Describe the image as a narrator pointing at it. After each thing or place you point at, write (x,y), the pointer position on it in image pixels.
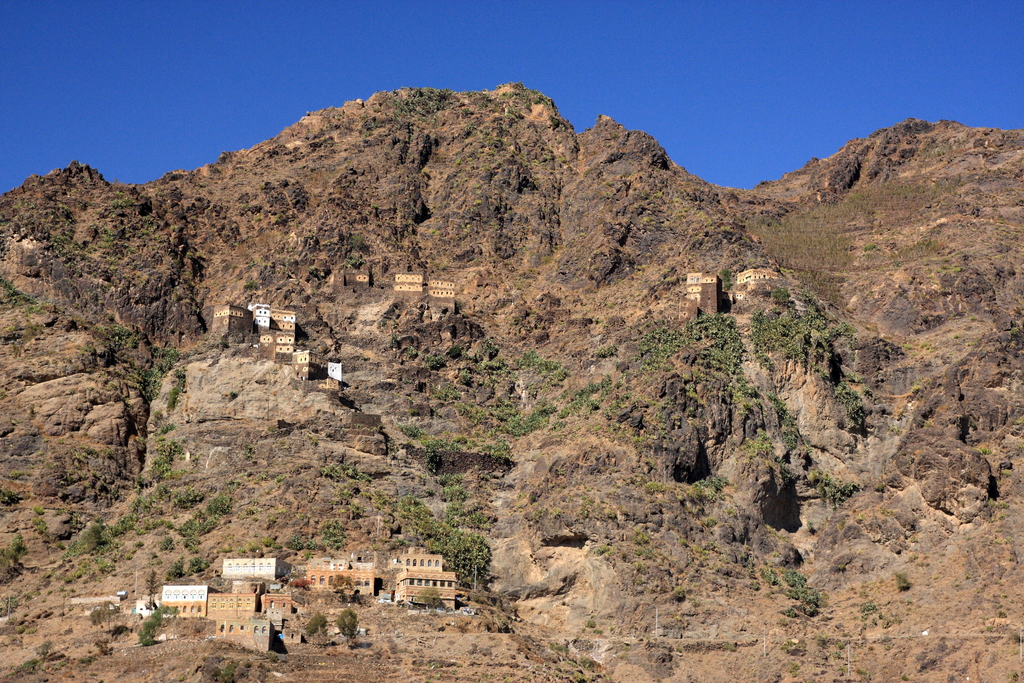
Here in this picture we can see rocky outcrop (533,127) present over a place and on that we can see some buildings (266,565) and houses (284,596) present and we can also see some part is covered with grass (159,521) and plants (718,358) and we can see the sky (767,108) is clear.
